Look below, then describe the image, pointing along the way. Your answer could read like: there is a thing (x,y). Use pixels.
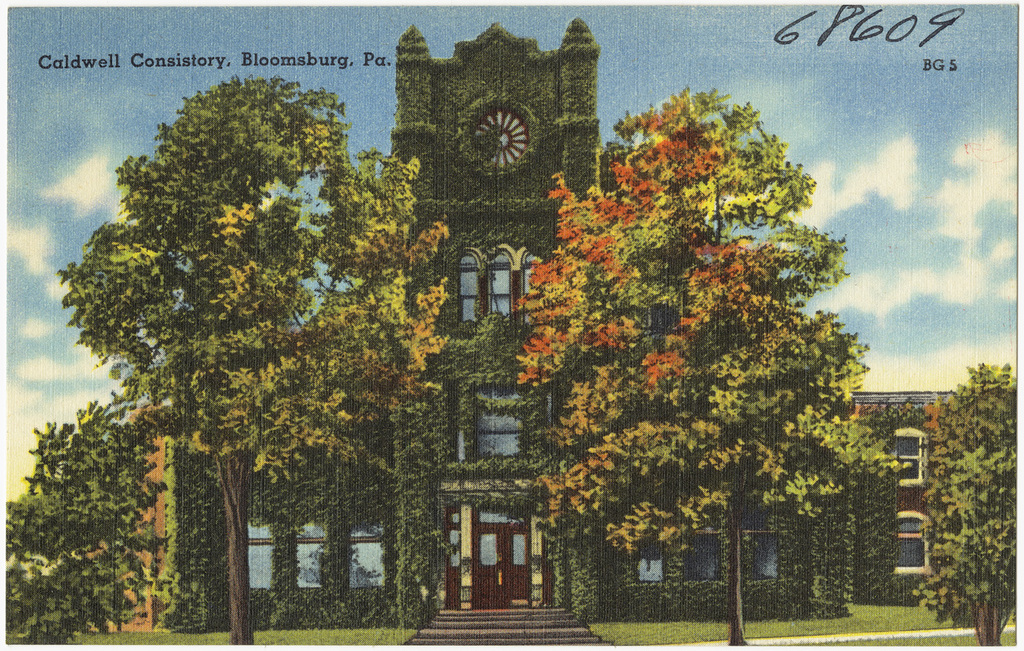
In this image we can see a building (479,498) and it is having few windows (452,562). There are many trees (628,535) in the image. There is a grassy land (859,624) in the image. We can see the clouds (906,206) in the sky (905,176). There is some text (884,38) at the top of the image (808,38).
